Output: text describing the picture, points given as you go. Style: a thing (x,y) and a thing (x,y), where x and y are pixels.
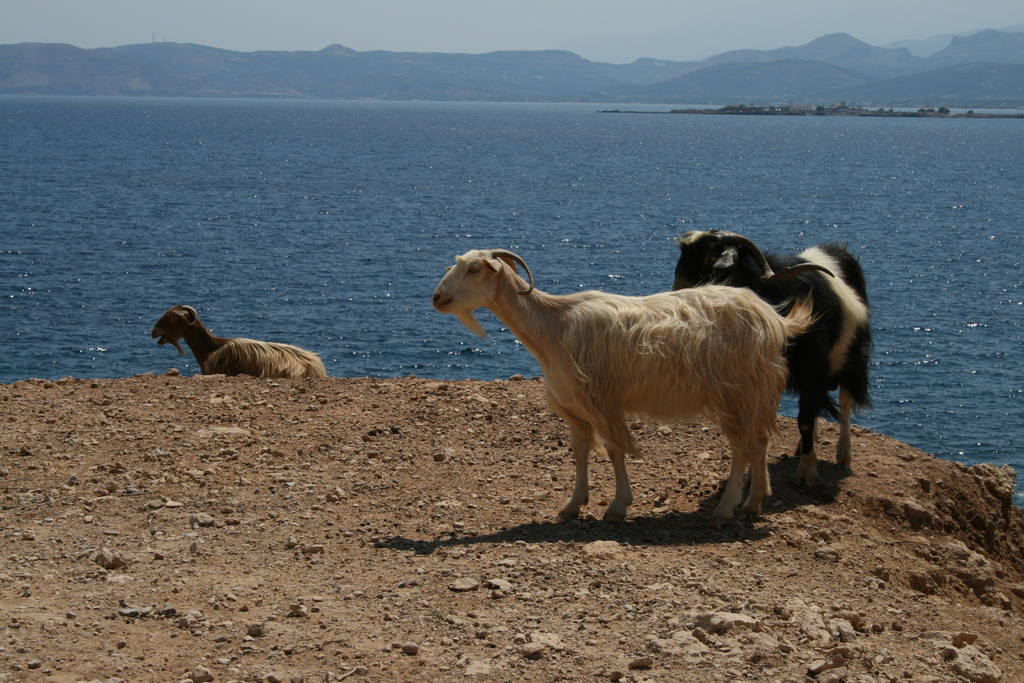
In this image, we can see some animals (241,356) on the ground (242,379), we can see water (457,176), there are some mountains (617,67), at the top (537,29) there is a sky (467,39).
